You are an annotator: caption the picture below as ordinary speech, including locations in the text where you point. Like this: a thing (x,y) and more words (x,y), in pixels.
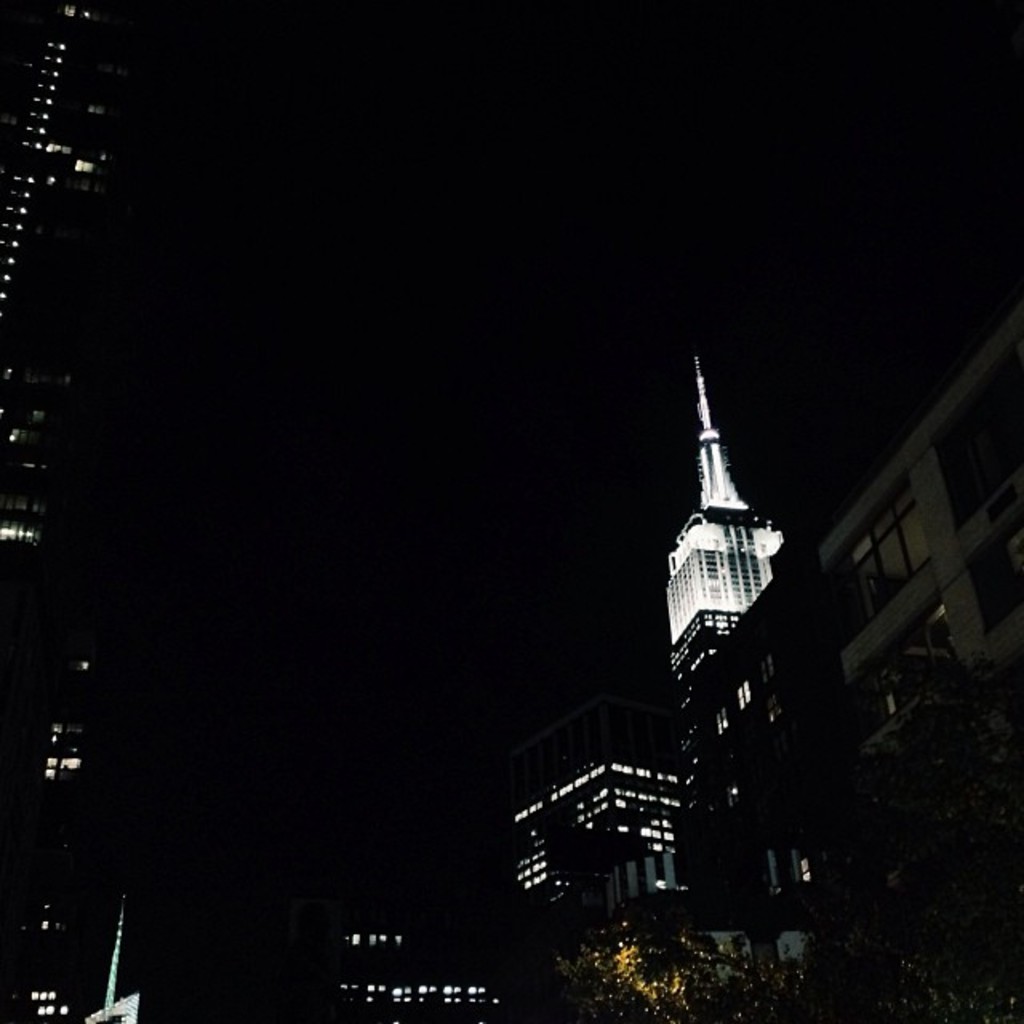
In the image there are buildings (84,376) on either side with lights (768,676) in it, this is clicked at night time.
